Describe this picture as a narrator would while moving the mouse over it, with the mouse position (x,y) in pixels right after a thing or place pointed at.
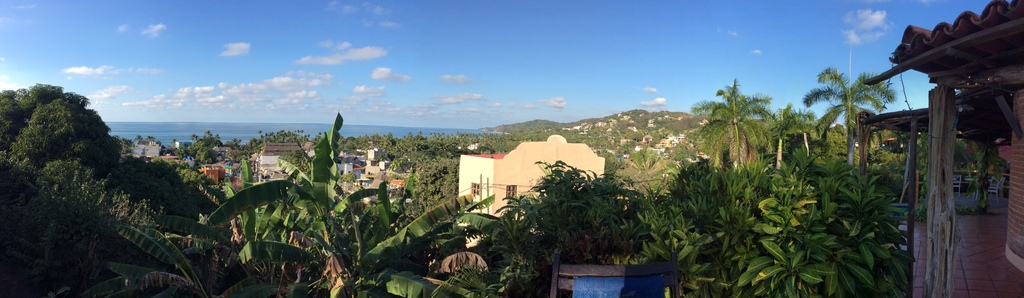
In this image, in the middle (497,185) there are trees (609,162), buildings (637,151), hills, branches (564,176), water (298,128), sky (296,121) and clouds (325,62). At the bottom (617,267) there is a chair (618,266). On the right (976,195) there are chairs (994,185), house (992,123), pillars (943,180), wall (1023,229).
